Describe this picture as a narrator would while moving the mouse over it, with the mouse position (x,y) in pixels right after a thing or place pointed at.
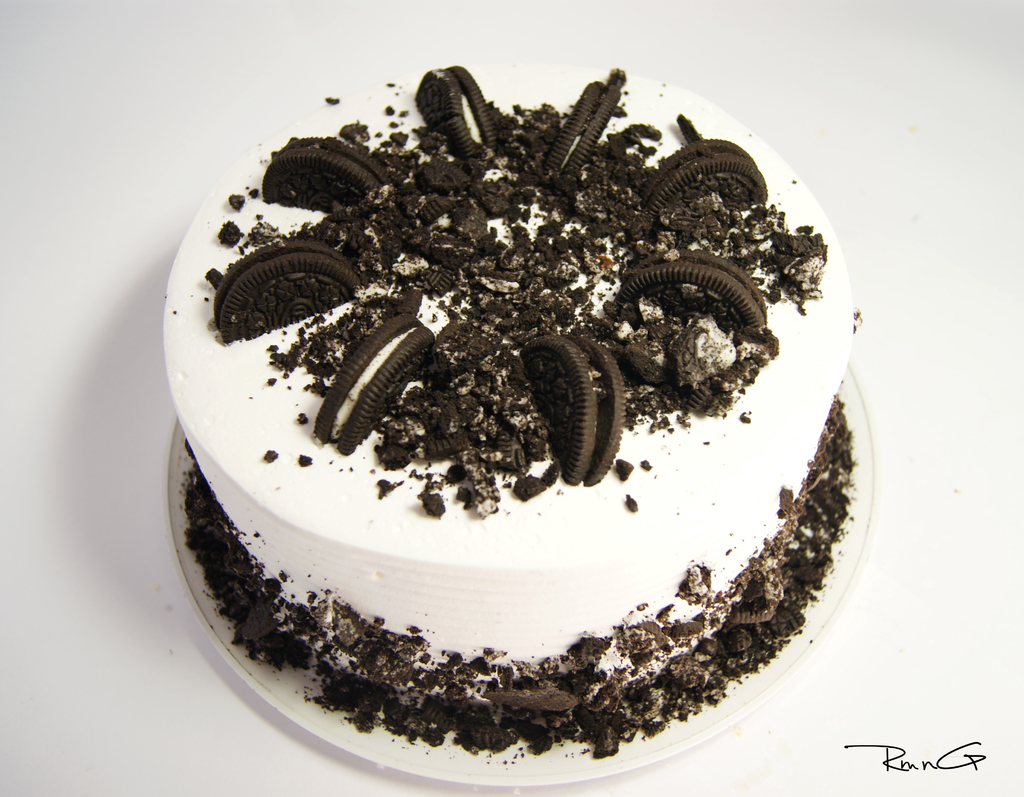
In this picture I can see there is a cake (504,87) and there are some Oreo biscuits (619,638) crushed here also there are some Oreo biscuits (382,382) kept on the cake (627,448) and there is a cake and the cake (774,516) is placed on a white surface (932,402).
